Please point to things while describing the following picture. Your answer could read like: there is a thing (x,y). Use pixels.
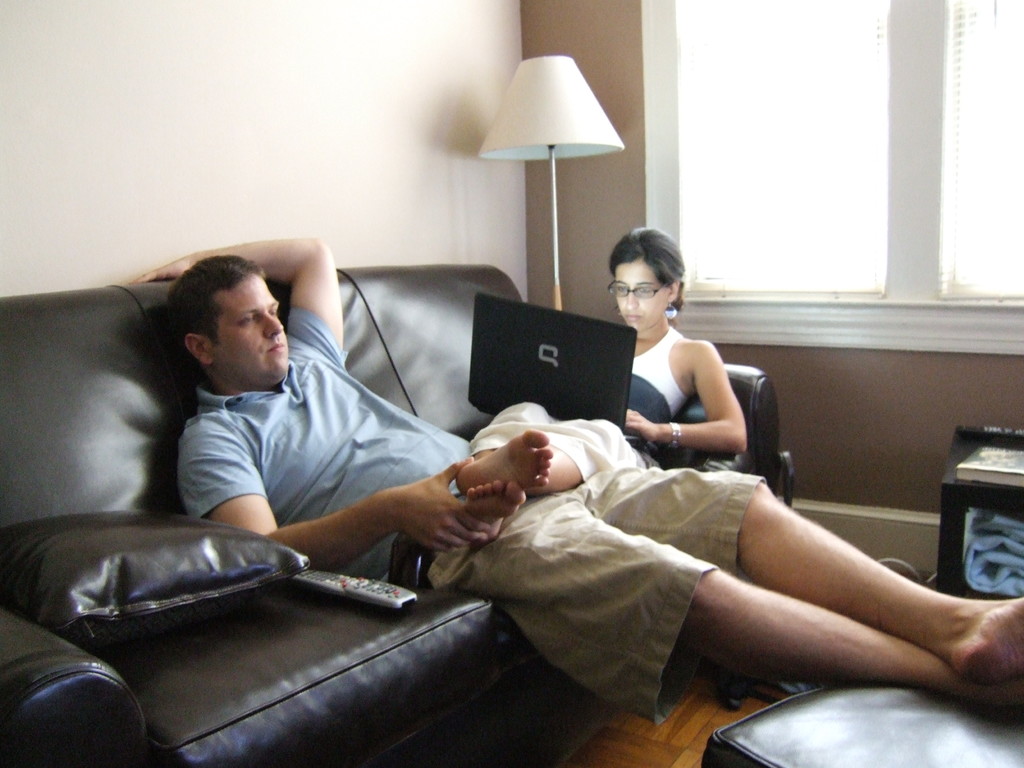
In the image we can see there are people (544,465) who are sitting on sofa (745,460).
